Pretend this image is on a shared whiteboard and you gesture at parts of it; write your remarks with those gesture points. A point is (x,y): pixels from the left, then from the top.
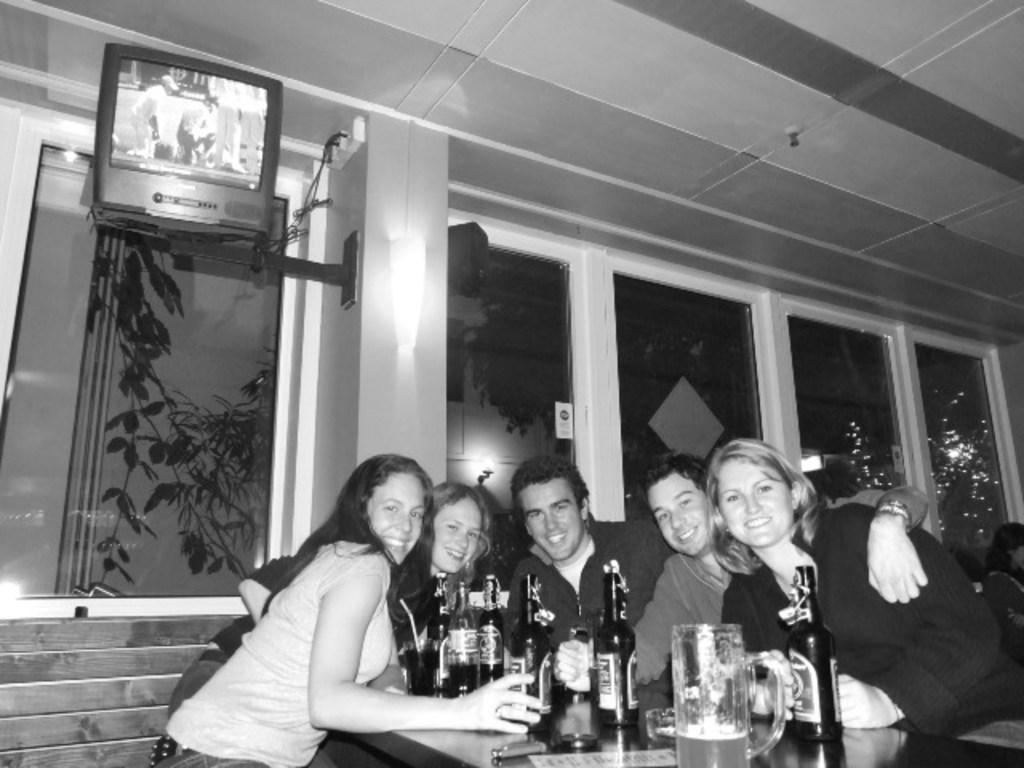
In this image I see 2 men (707,550) and 3 women (350,636) and all of them smiling and I see a table (398,758) in front of them on which there bottles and glasses (722,720). In the background (737,426) I see the window glasses (640,474), a TV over here and the plants (159,281).
